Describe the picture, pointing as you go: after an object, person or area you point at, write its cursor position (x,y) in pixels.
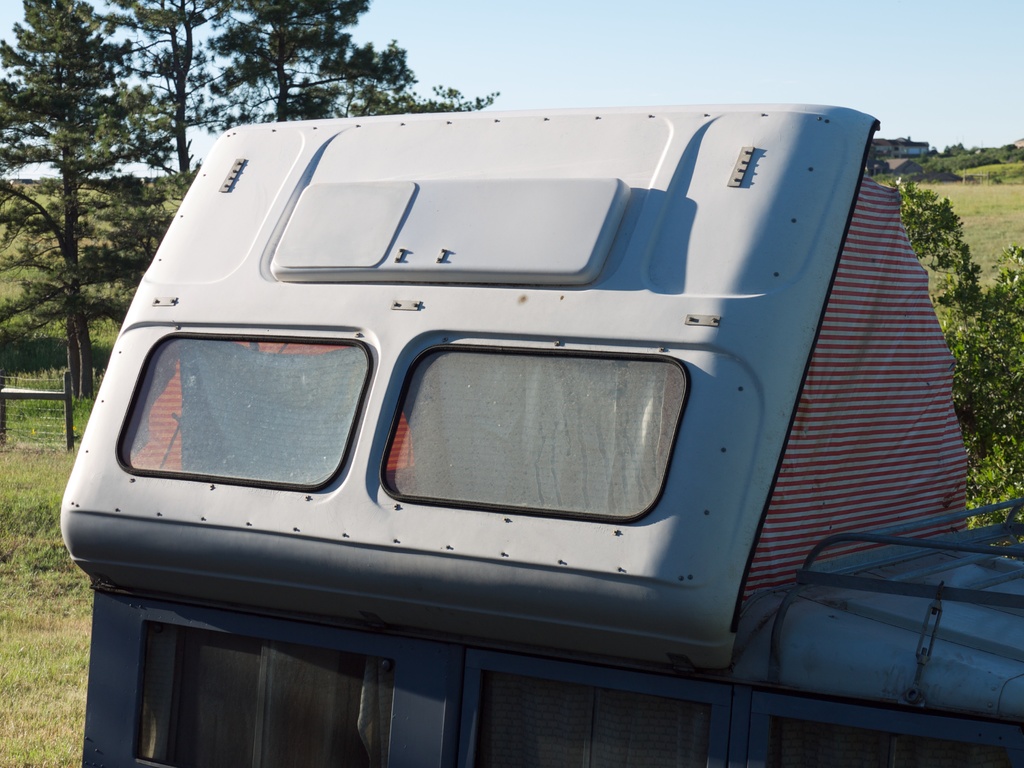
In this picture, there is a truck (264,431) in the center (351,407). In the background (307,91) there are trees (990,317), grass (951,186) and sky (919,72).
